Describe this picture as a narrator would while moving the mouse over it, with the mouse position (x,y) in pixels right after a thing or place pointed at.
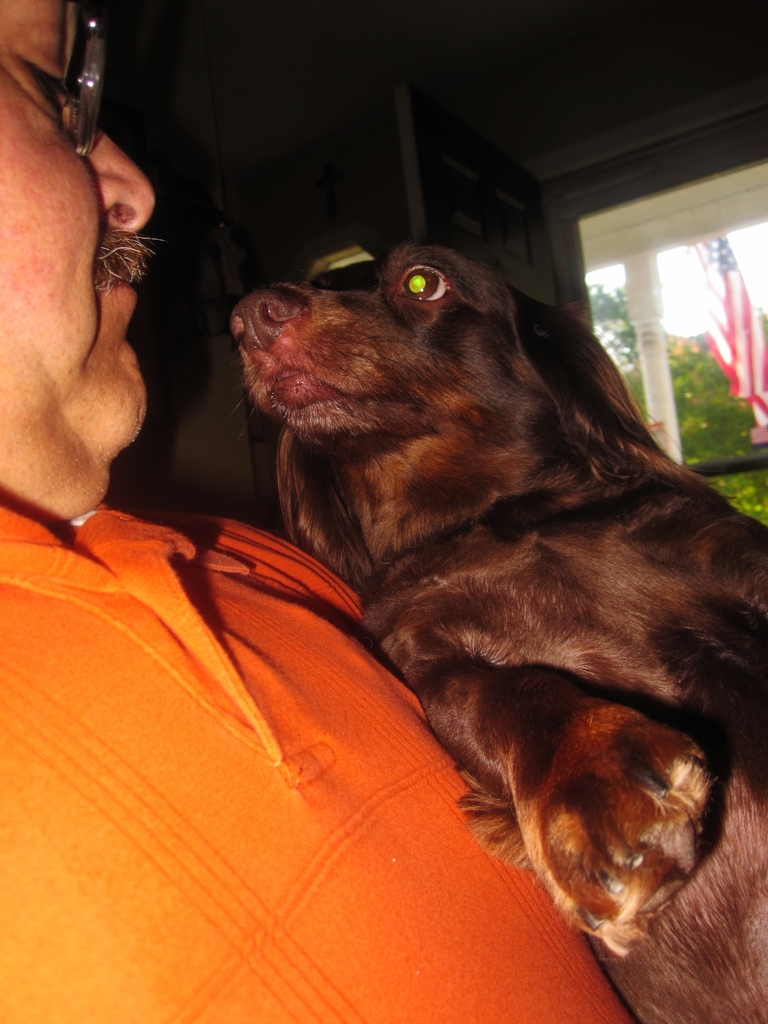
This is the picture of a man (243,720) in orange t shirt (237,823) holding a dog (440,714). Background of the man (145,580) is a wall (195,229), a tree (697,347) and a flag (714,344).
